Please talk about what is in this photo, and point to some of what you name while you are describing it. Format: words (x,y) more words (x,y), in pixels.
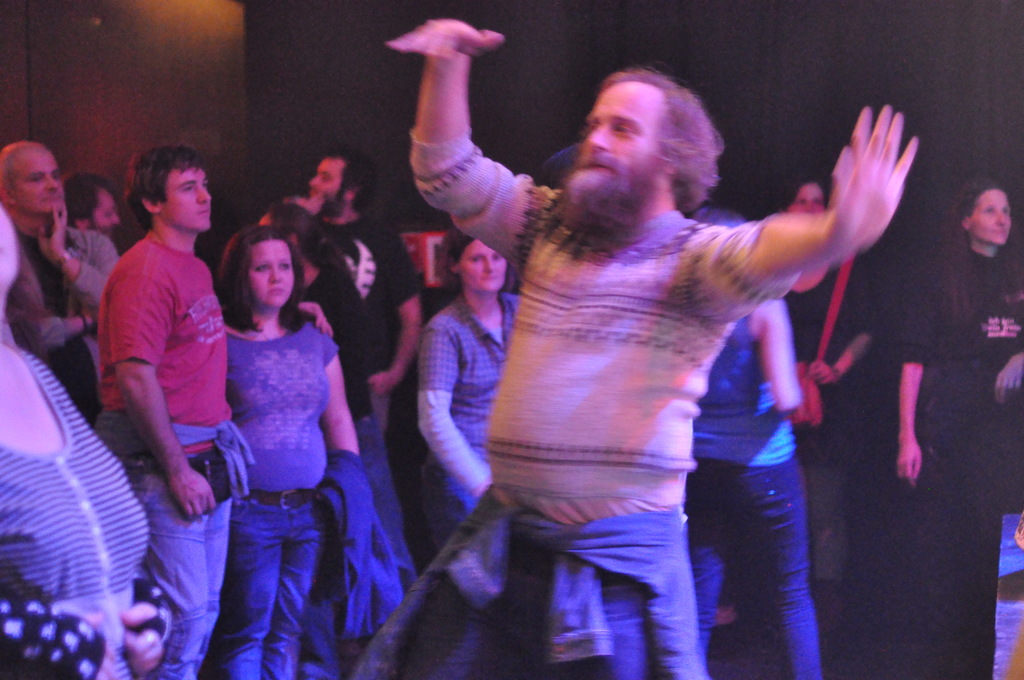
In this picture I can see in the middle (534,351) a man (639,417) is dancing, in the background (287,469) a group of people (359,251) are standing and looking at the right side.
